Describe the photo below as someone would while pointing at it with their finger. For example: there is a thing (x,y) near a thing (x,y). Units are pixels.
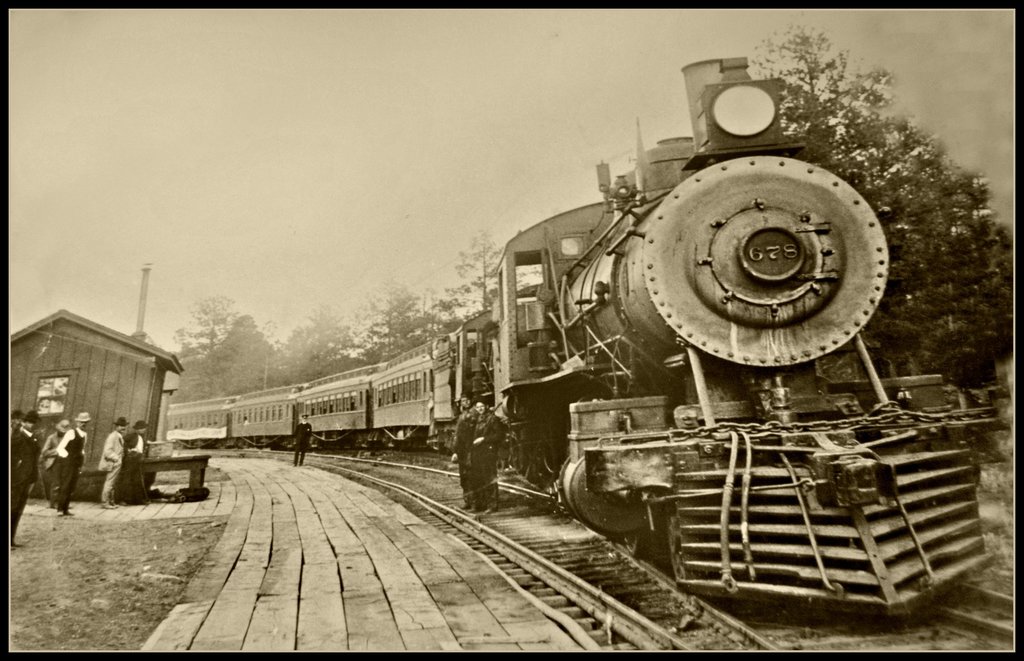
In the image there is a photograph (593,379). On the right side of the image (824,182) there is a train (826,446) on the track (508,493) and also there are three persons (490,463) standing on the tracks (501,481). Behind the train (327,423) there are trees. And on the left side of the image (53,451) there are few people (68,452) standing and also there is a house (37,349) with roofs (84,324), walls (118,368) and windows (54,391).
